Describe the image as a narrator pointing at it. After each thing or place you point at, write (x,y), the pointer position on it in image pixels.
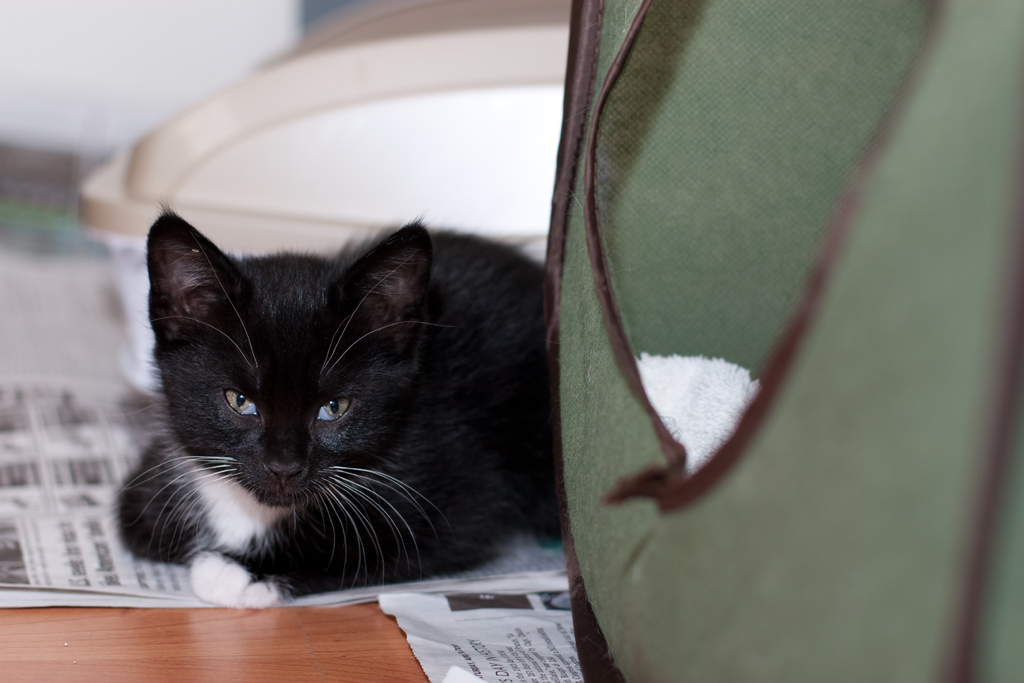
In this image we can see a cat (332,518) lying on a paper (30,471). On the paper (131,595), we have some text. On the right side (944,535), we can see a bag (760,364). In the bottom left (93,667) we can see a wooden surface (173,653). Behind the cat (321,572), we can see an object (306,155). The background of the image (38,81) is blurred.
